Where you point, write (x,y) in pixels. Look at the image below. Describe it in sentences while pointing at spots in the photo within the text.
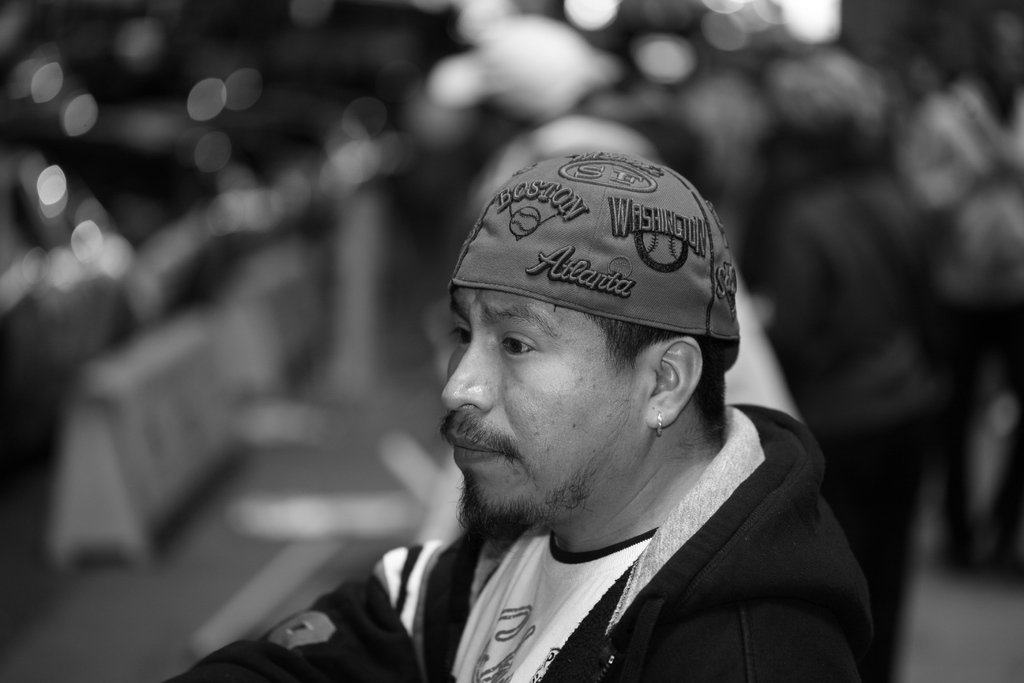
This image is a black and white image. This image is taken outdoors. In this image the background (874,425) is a little blurred. In the middle of the image (586,365) there is a man (620,500). He has worn a cap (591,236) and a sweatshirt (706,519).
